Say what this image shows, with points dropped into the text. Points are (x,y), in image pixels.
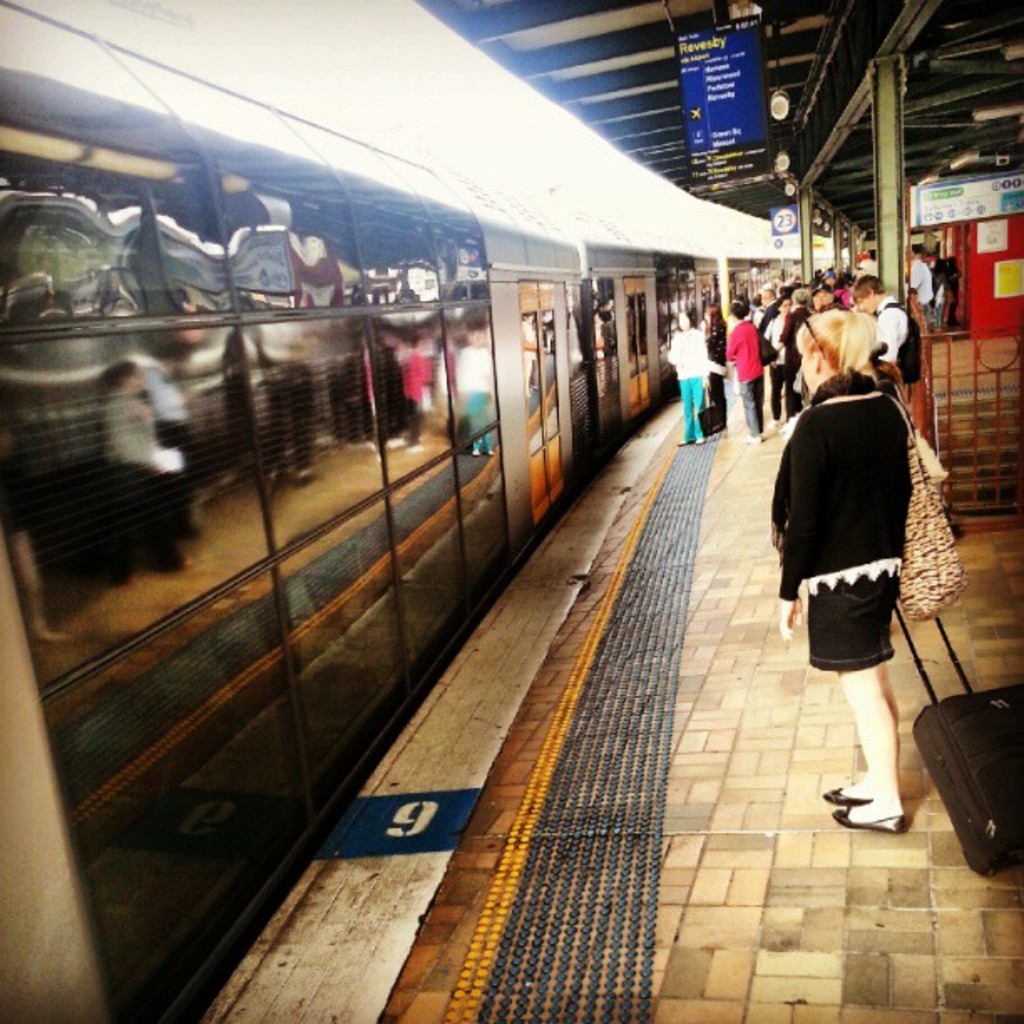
In this picture I can see there is a train (508,345) moving on the left side (104,604) and there are few people (861,425) standing on the platform (734,568) and they are carrying luggages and there are boards (794,227) attached to the ceiling (616,7).
